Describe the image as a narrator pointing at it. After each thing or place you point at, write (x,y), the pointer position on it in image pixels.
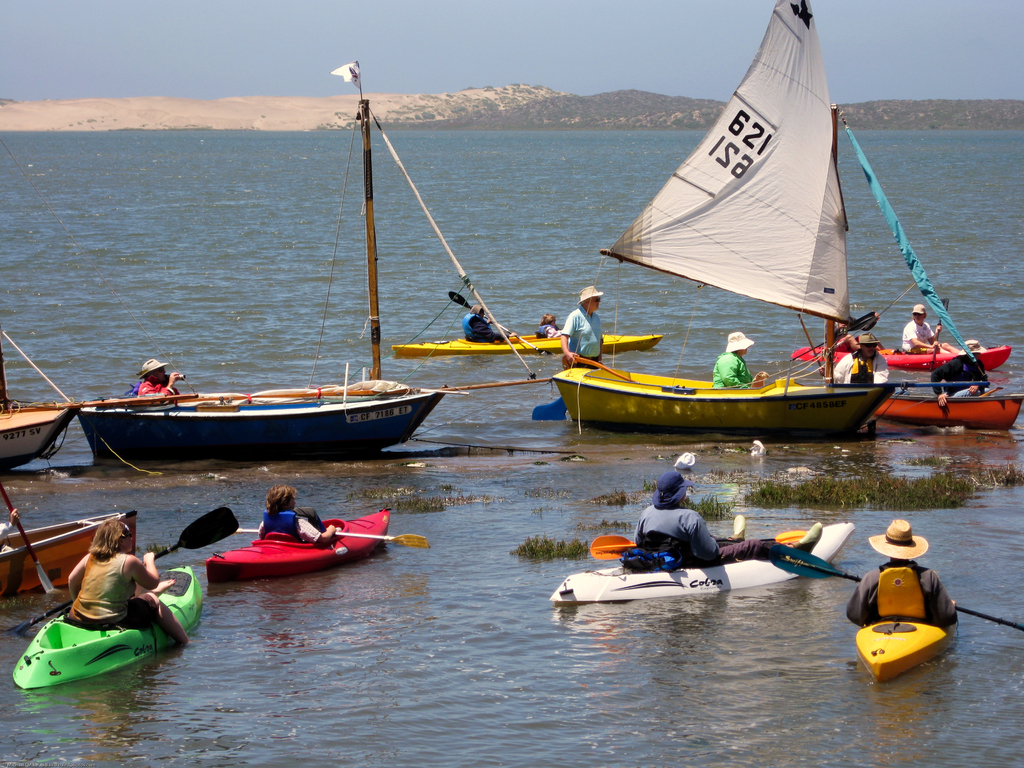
In the foreground of this image (306,549), there are people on the boats (628,590) holding paddles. In the middle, there is a man (593,297) standing in the water (550,373). In the background (577,170), there is water (601,165), cliffs (615,99) and the sky (583,36).
